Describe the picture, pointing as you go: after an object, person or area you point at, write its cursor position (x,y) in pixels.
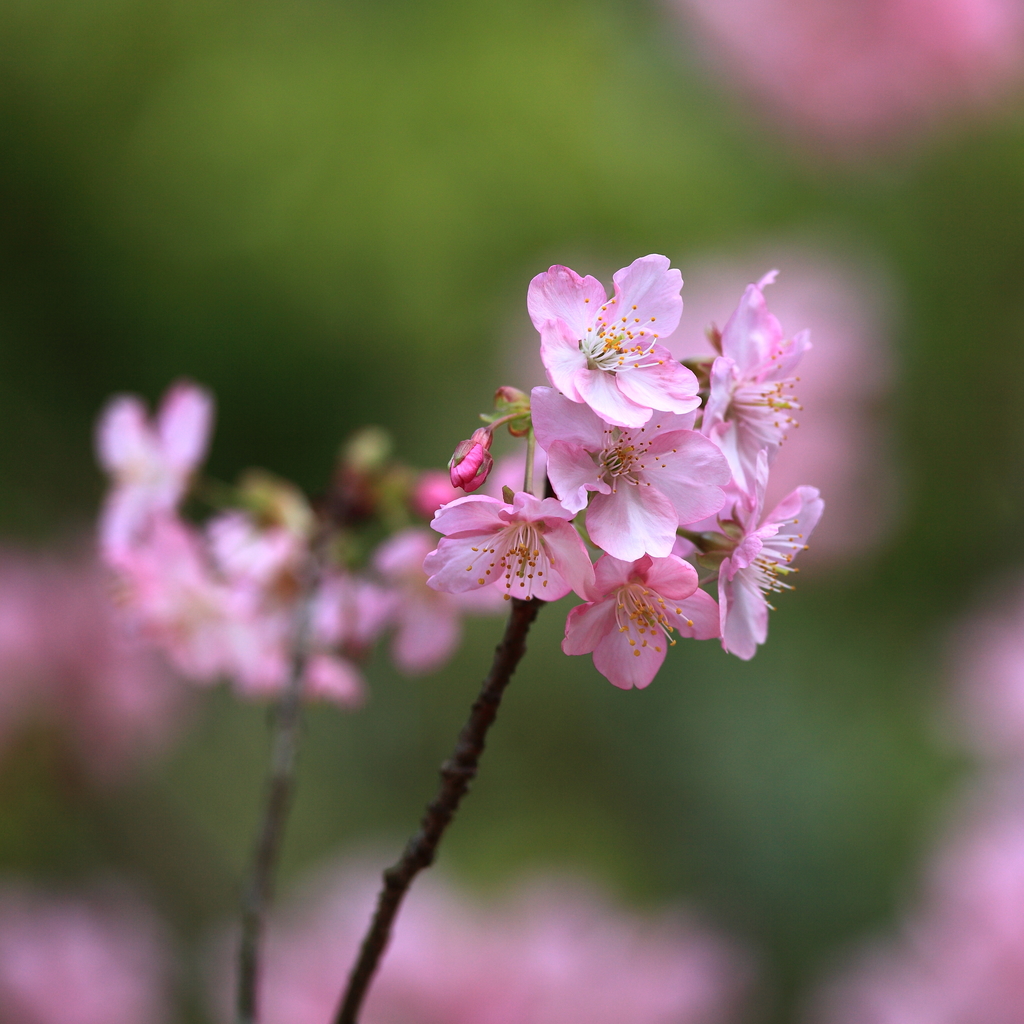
In the image there are pink color flowers (465,563) on plant (521,608) and the background (940,583) is blurry.
